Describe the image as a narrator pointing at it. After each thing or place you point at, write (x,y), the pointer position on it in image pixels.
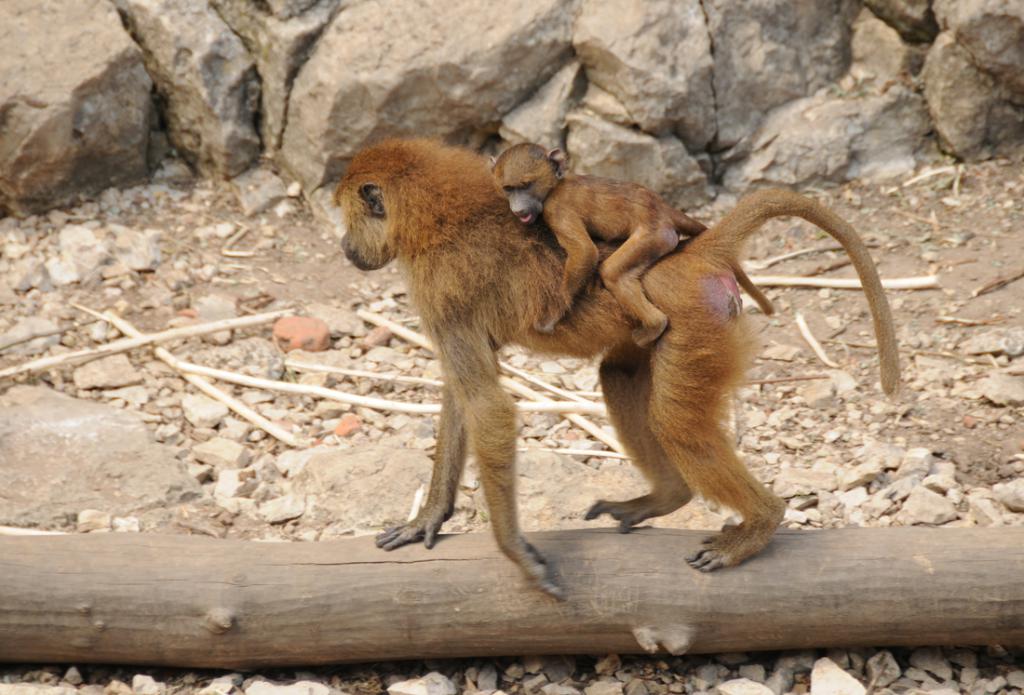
In this image there is a monkey (511,310) holding its baby (556,207) standing on the wood (318,620), there are few stones (327,344) and sticks (199,370).
